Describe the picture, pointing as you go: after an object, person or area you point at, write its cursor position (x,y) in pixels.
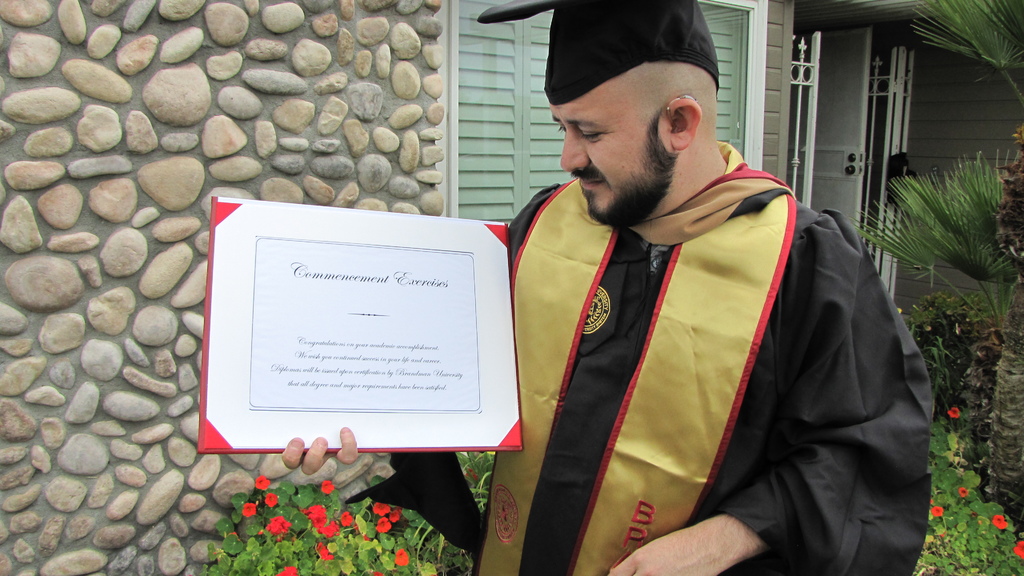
In the center of the image (679,197) we can see a man (622,288) is standing and wearing graduation cap (626,34) and holding a certificate (472,396). In the background of the image (254,124) we can see the wall (413,92), window (753,77), doors (882,253). On the right side of the image (927,223) we can see the plants (927,223). At the bottom of the image (976,458) we can see the flowers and plants (943,557). In the top right corner (903,14) we can see the roof (912,1).
